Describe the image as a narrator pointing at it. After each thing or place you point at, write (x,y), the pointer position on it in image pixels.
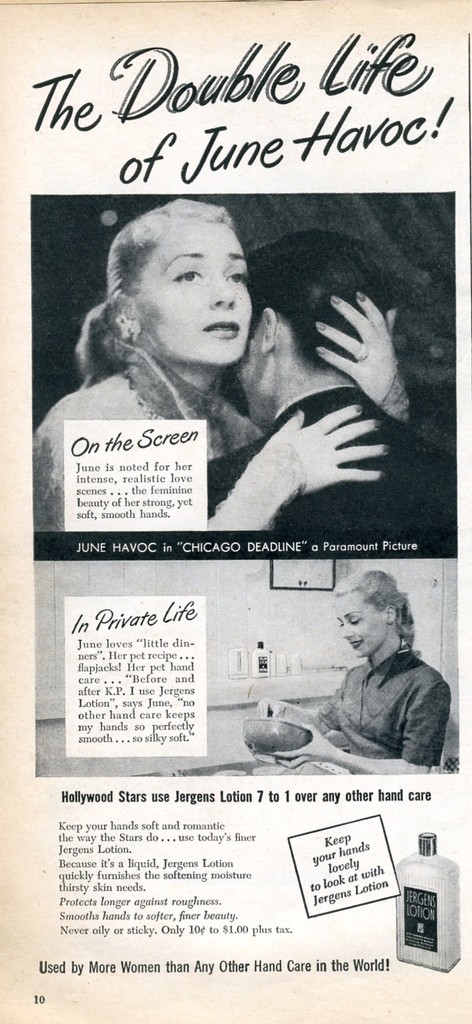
In this picture we can see a poster (211,487), on which we can see few images (223,259) and text (231,111).
